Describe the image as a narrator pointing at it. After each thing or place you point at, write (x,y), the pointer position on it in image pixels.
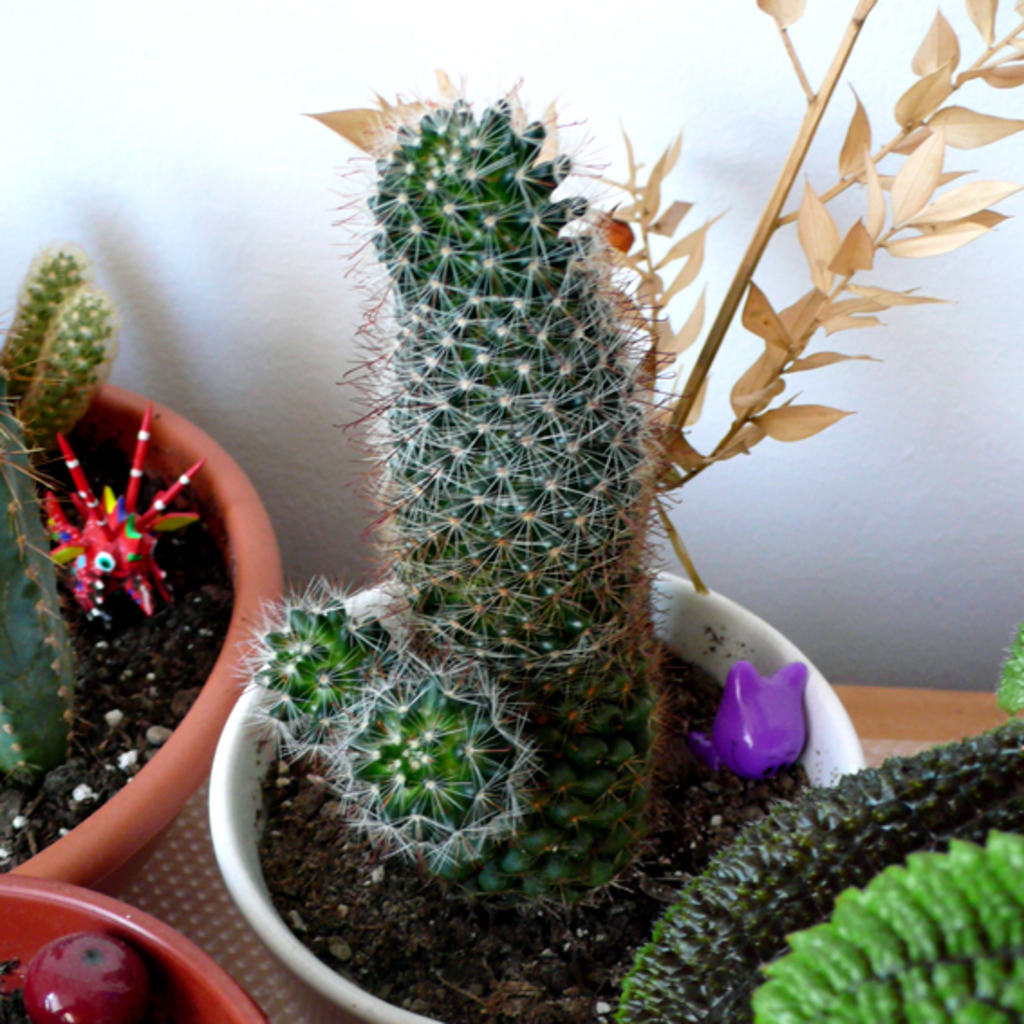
In this image I can see few plants (310,657) in pots (187,783). I can also see few toys (135,515) in these pots (247,712) and in the background (992,156) I can see white colour wall (275,311).
